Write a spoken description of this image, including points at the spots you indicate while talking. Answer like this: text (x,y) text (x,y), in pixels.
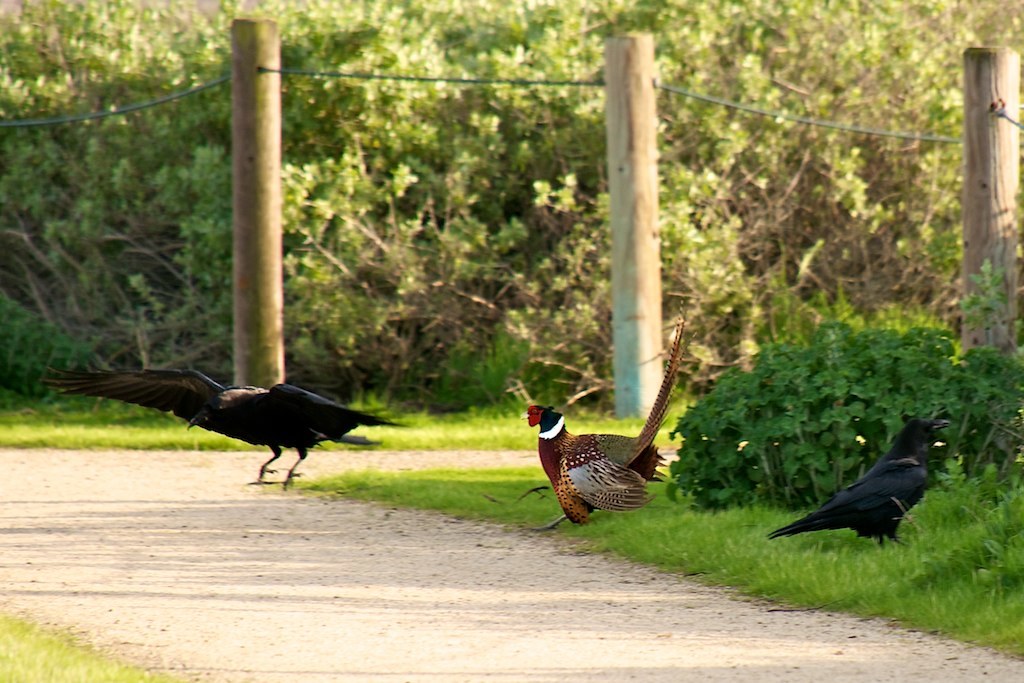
In this image we can see three birds (270,415) on the road (598,590), we can see grass (753,530) and plants (852,421) on either side of the road (174,641). In the background (251,70), we can see there are wooden rod fencing (631,177), behind this fencing (615,75) there are trees (711,58).
